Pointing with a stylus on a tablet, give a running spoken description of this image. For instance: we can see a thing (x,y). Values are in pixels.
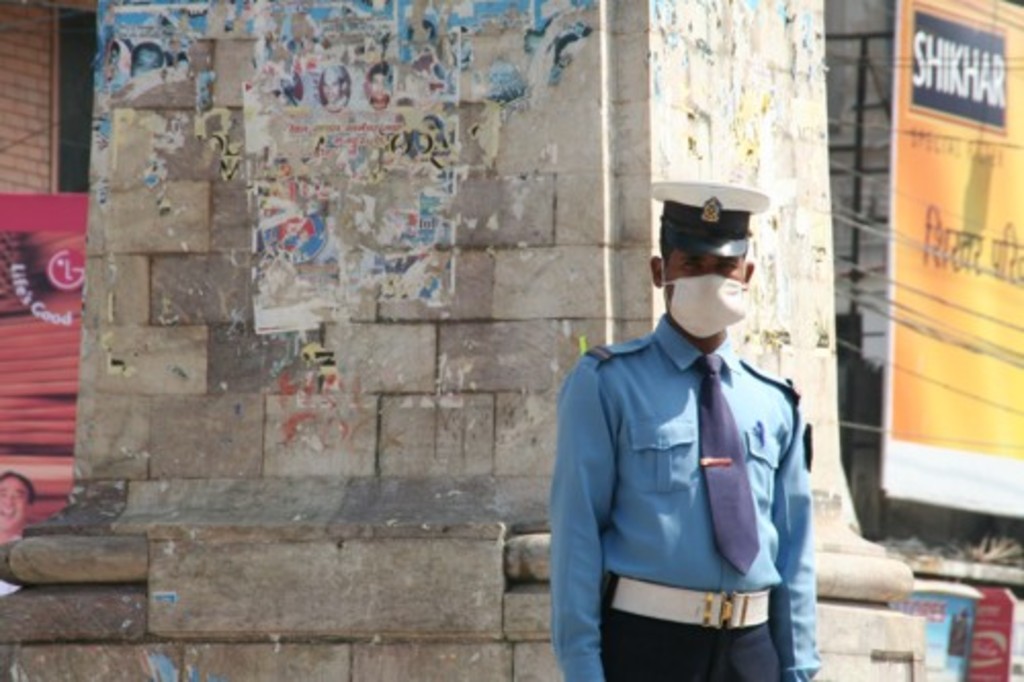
In this image there is a person (692,497) standing, behind the person (711,531) there is a pillar (224,130), behind that there is a building (876,83) with some banners (926,144) and some text (934,253) on it and few objects (1002,631) on the surface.
